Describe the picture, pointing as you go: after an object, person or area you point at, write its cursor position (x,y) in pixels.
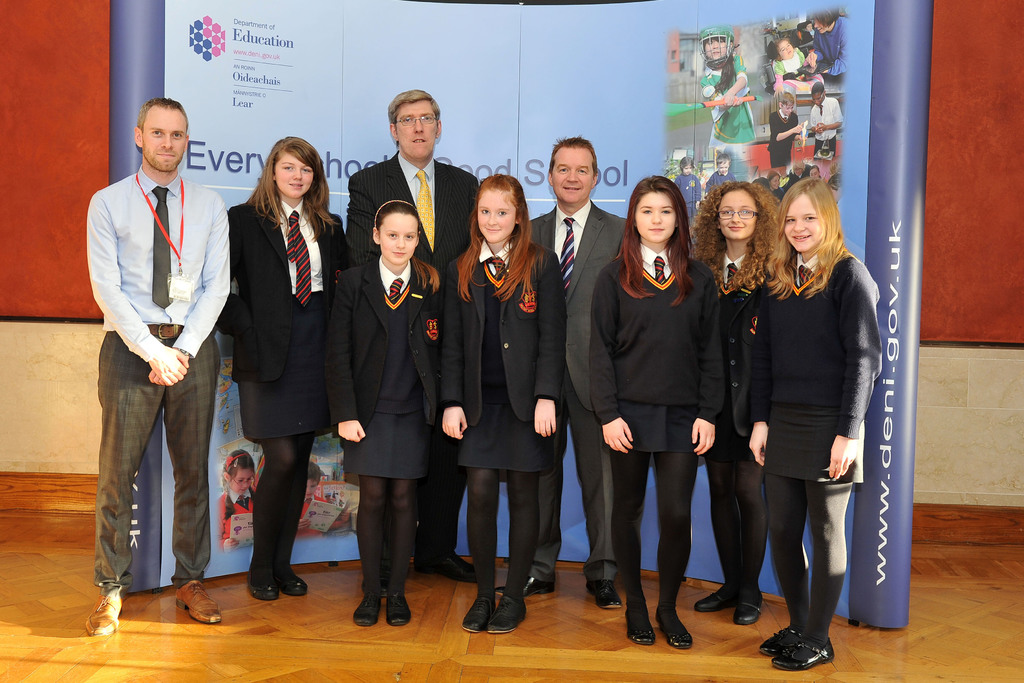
In this image we can see few persons (328,313) are standing on the floor (619,632) at the hoarding (534,89). In the background (53,163) we can see wall (100,124) and an object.
